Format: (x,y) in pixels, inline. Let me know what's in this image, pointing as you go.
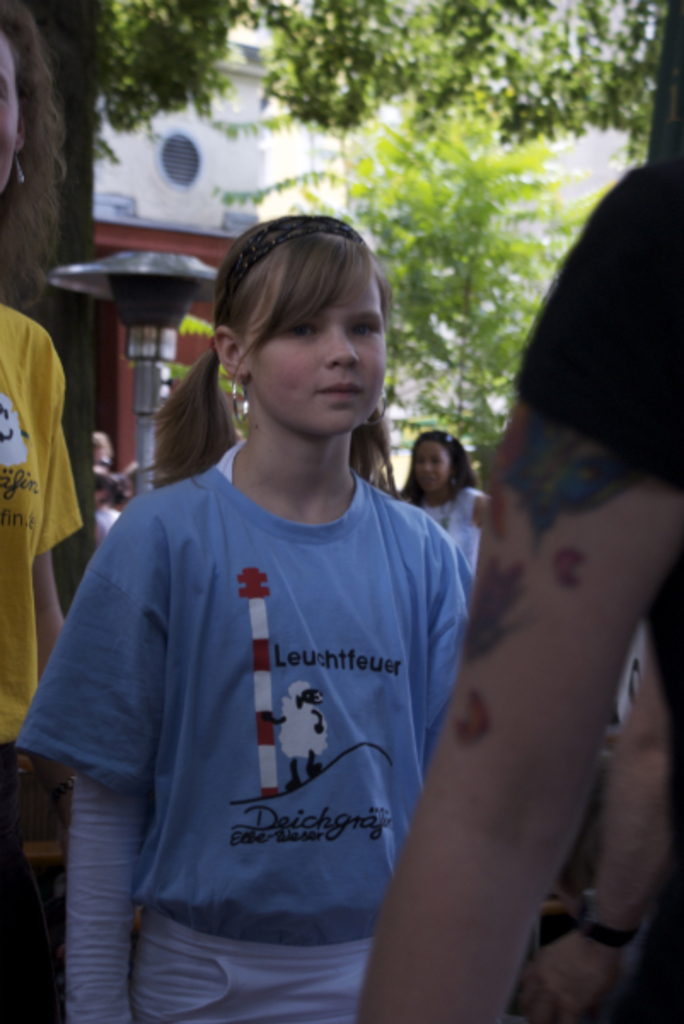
In front of the image there is a person's hand (539,721), behind the hand (490,737), there is a girl (232,652) standing, behind the girl (368,476), there are a few other people (31,458), behind them there is a lamp post (125,309), trees (333,119) and a building (114,342).
